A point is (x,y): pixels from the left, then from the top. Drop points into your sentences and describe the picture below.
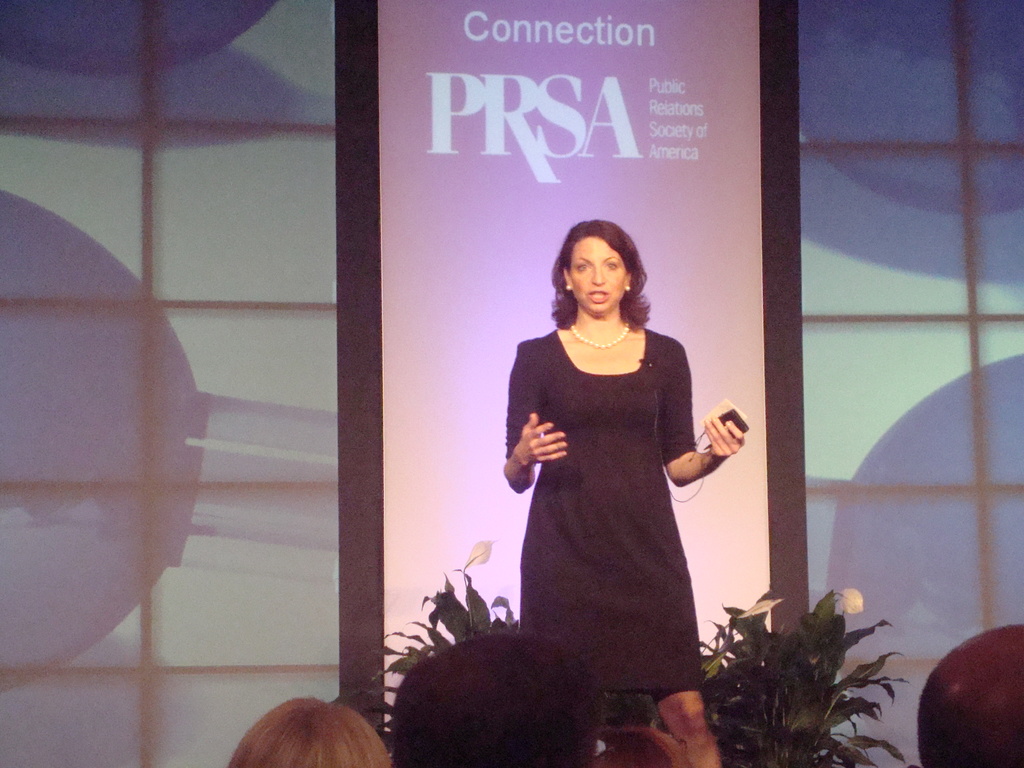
In the picture there is a woman (731,450) standing and talking, she is holding an object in her hand (716,450), behind her there is a banner (500,106) with the text (498,120), there are plants (736,722).
